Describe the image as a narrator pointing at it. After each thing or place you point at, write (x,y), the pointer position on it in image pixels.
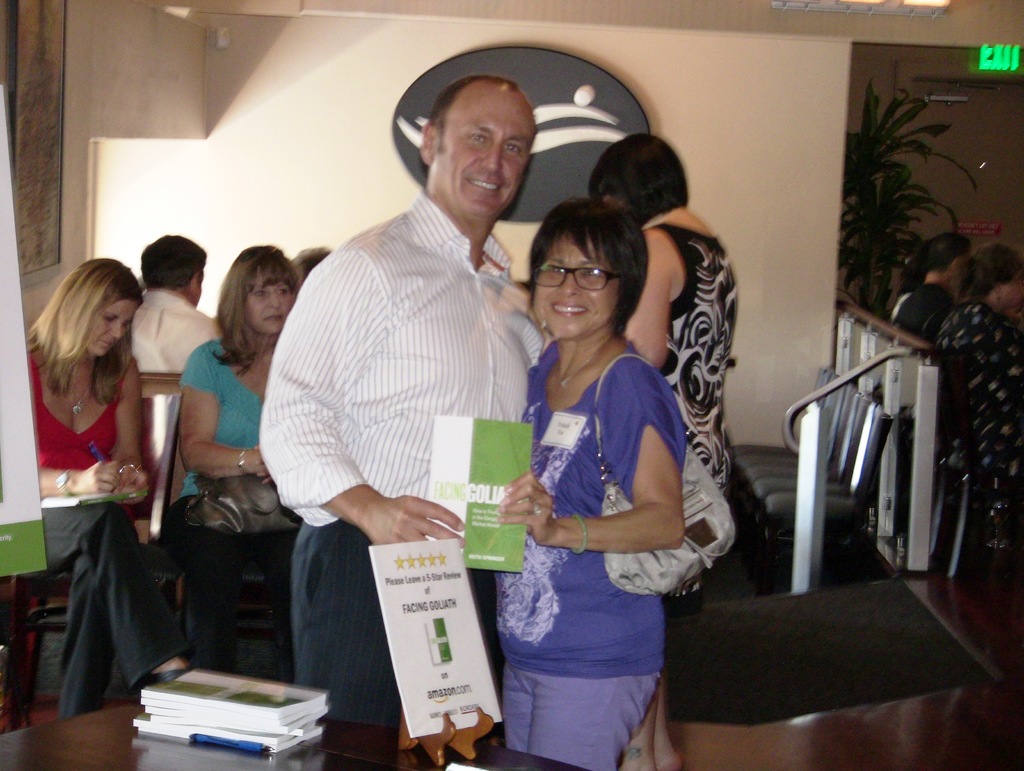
In this picture there are two persons (435,353) standing and holding the book (479,548). At the back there is a person (677,322) standing and there are group of people (109,467) sitting on the chairs (872,407). In the foreground (371,558) there are books (311,730) and there is a board (382,566) on the table (374,743). On the right side of the image (875,395) there is a railing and there is a plant (908,145) and door (914,162). At the top (877,1) there are lights (864,1) and there is a board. On the left side of the image (36,253) there is a frame (33,168) on the wall (735,56). At the back (573,168) there is an object (563,176) on the wall (698,207).
